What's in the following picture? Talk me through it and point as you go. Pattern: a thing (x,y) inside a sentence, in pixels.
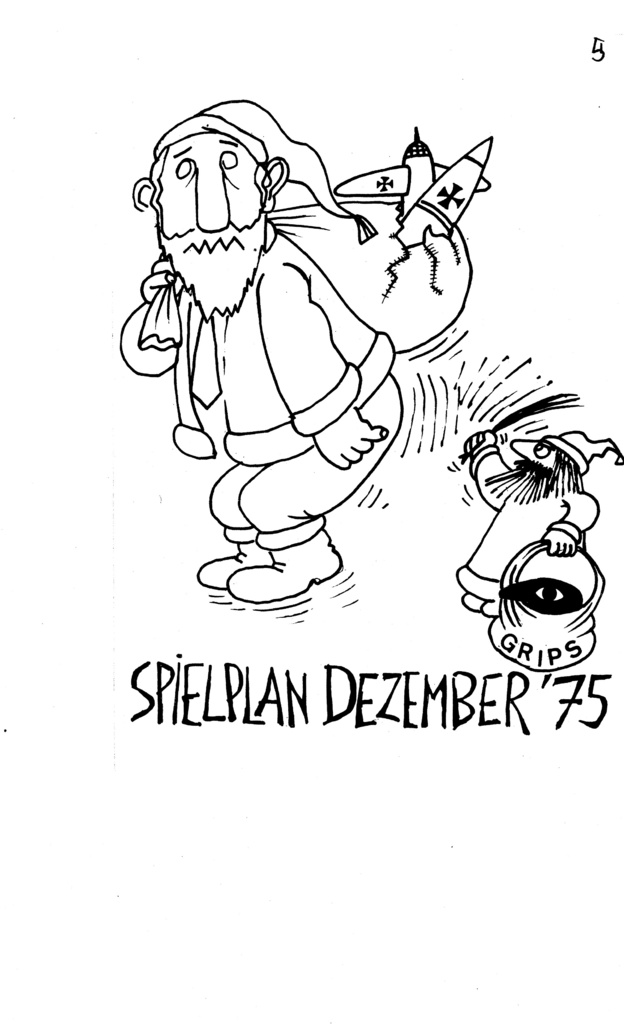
In this image I can see sketch of two cartoons (365,440) and I can see both of them are carrying bags (392,316). I can also see something is written over here.
